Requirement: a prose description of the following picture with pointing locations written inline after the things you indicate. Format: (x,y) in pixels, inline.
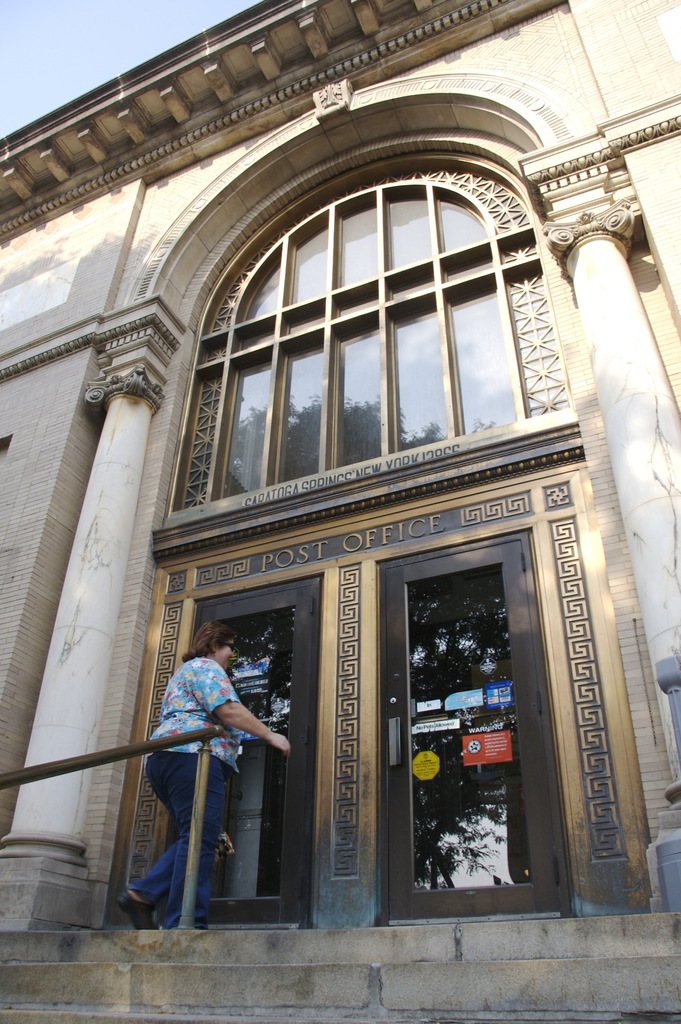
In this image there is a person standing at the entrance (312,701) of the building (215,924), a fence (106,760), stairs (363,993) and a name (304,551) at the front of the building (339,501).
